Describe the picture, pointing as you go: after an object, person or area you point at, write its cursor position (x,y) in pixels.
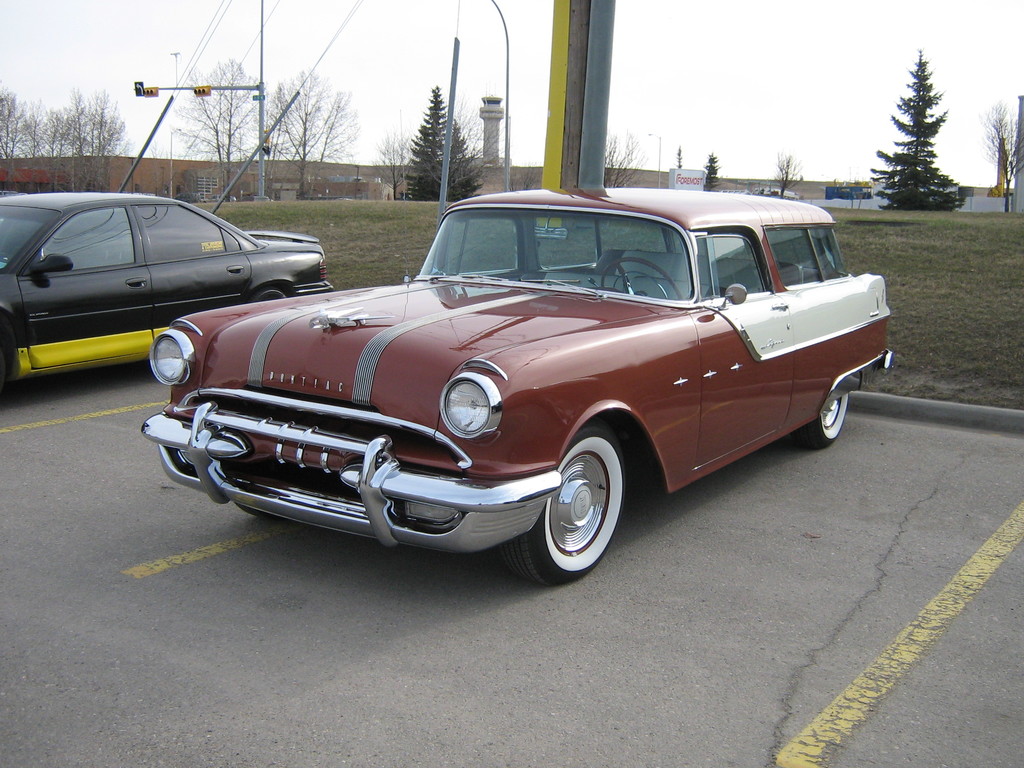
Here I can see two cars (173,394) on the road (473,648). At the back (932,342) I can see the grass (925,313) on the ground (965,260). In the background (791,164) there are some trees (927,185) and poles (446,148). On the top of the image (780,76) I can see the sky (773,54).
